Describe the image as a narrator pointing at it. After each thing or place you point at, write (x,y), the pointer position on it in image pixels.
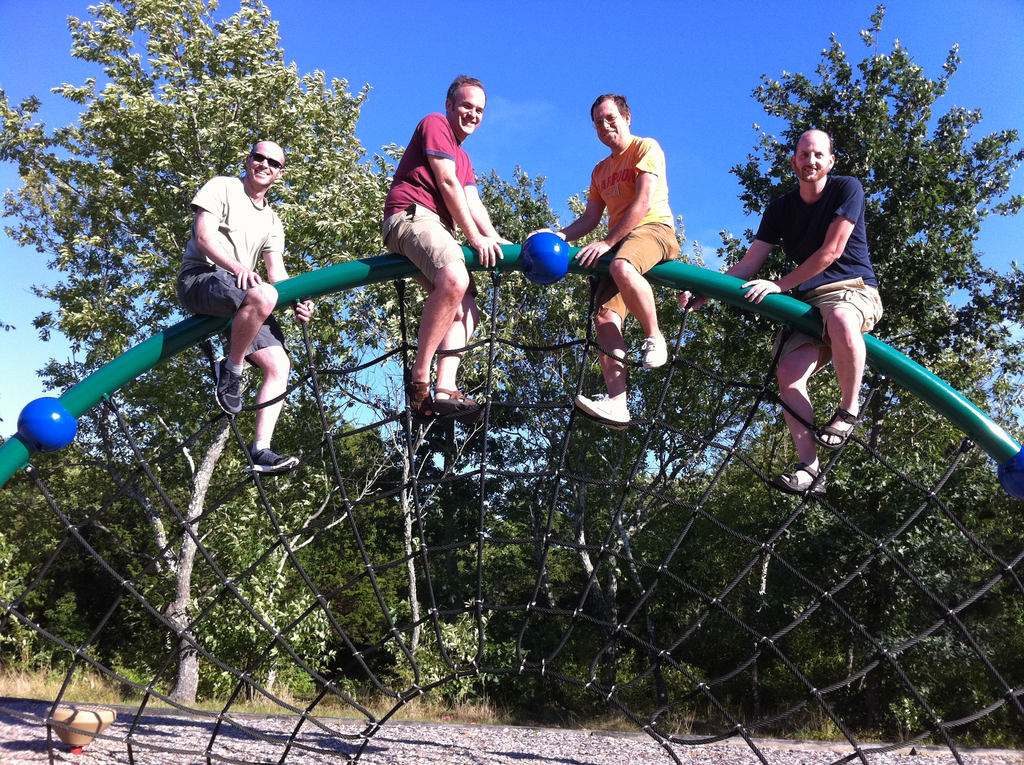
In this image there are four people (268,446) sitting on the rod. Behind them there are trees (899,265). In the background of the image (634,25) there is sky (600,36). At the bottom of the image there is a rope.
